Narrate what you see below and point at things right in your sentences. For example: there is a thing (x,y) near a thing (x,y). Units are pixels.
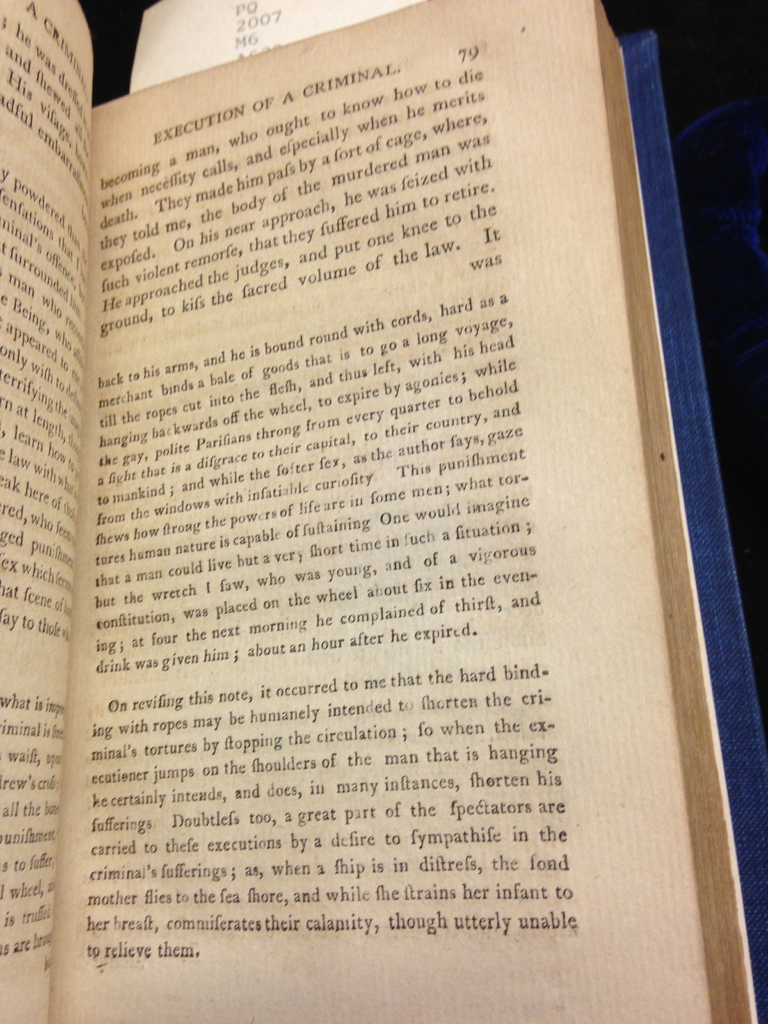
In this image we can see an opened book (641,344).
